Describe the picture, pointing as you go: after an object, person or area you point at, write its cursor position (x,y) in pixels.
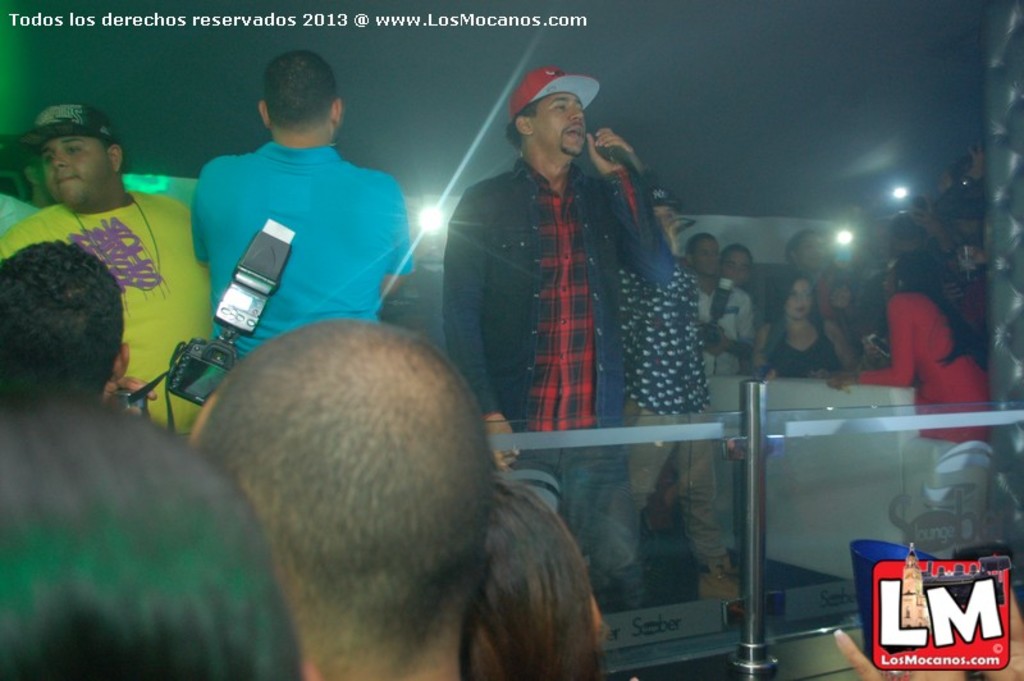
In the picture we can see some people (215,554) are standing and front of them, we can see a railing (770,454) and behind it, we can see a man (527,376) standing and talking into the microphone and beside him also we can see some people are standing and in the background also we can see some people (887,273) are standing and behind them we can see some lights (851,230).
